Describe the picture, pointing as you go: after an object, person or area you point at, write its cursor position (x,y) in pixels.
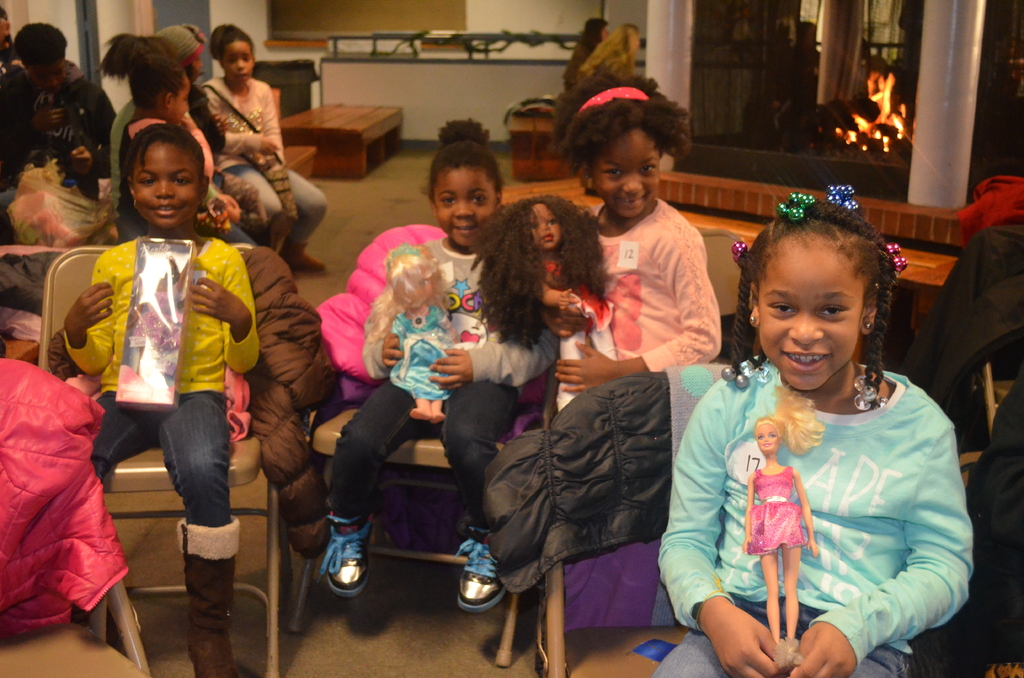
This picture might be taken inside the room (681,394). In this image, we can see a group of kids (641,348) sitting on the chair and holding toys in their hands (726,669). In the background (614,42), we can see some people (618,54) sitting on the bench (350,163), pillars (963,63), fire (866,112), wall (515,51) and a board (383,25).
